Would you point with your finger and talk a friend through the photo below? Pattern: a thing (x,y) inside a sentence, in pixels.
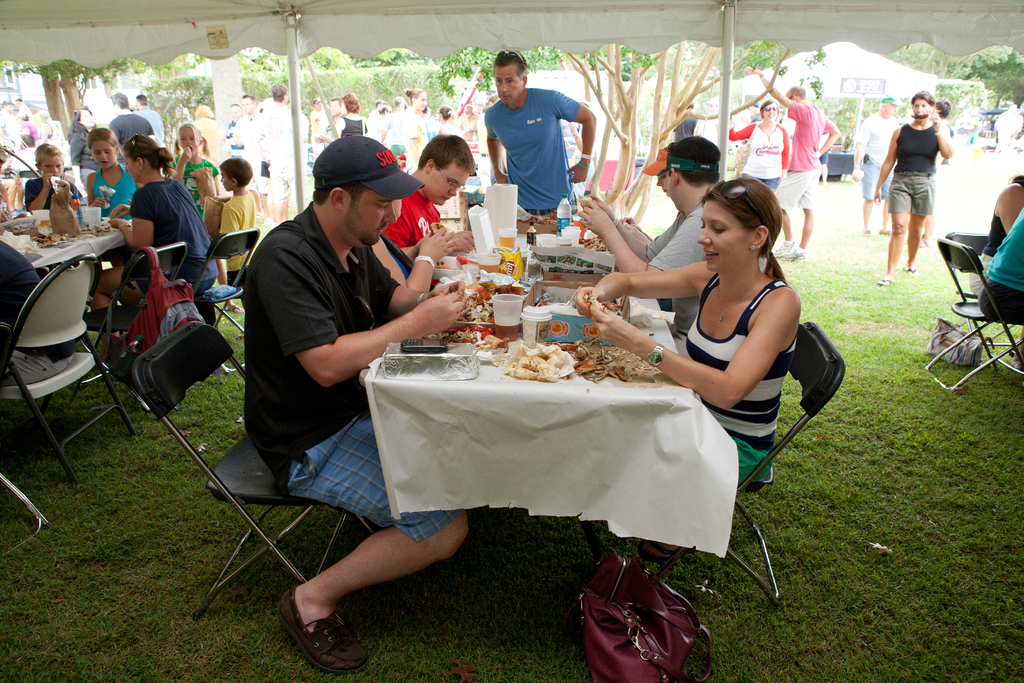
We can see all the persons (771,395) sitting on chairs (795,371) in front of a table (470,382) and on the table (562,390) we can see glasses (502,303), cups (515,322), mobile phones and we can see bag (167,309) on a chair (173,269). And here we can see bag (635,610) on a fresh grass (556,602). On the background (818,97) we can see trees (439,63) and few persons (785,97) standing and talking to each other and walking. This is a tent (422,26) in white colour. These are poles (295,99).
